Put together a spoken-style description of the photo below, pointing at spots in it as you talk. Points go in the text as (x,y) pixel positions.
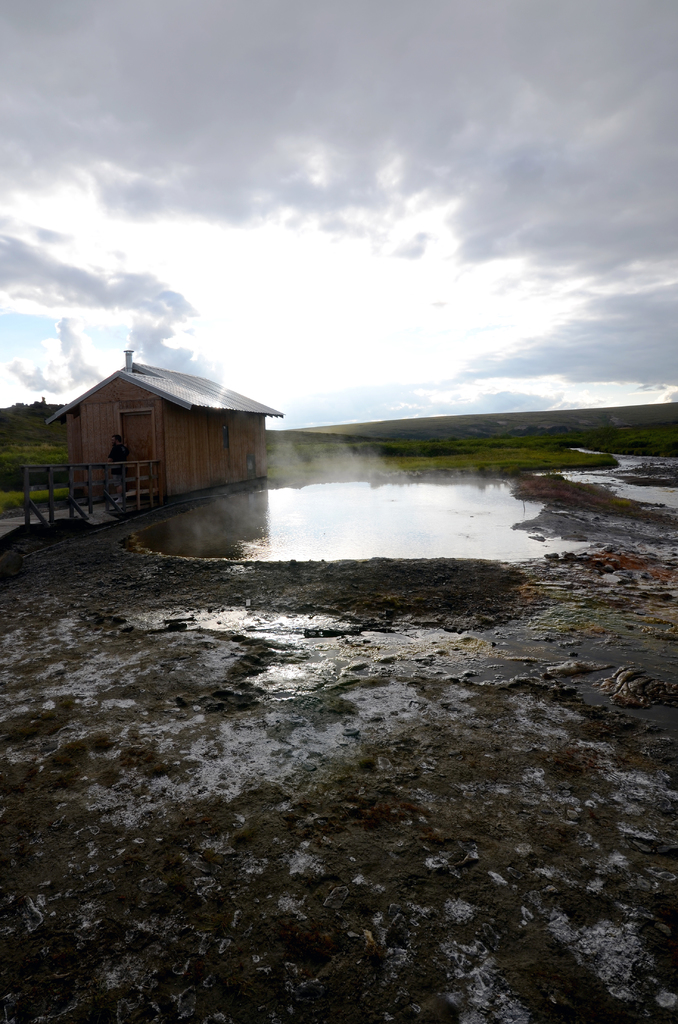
In the foreground of this image (470,959), on the bottom (427,936), there is mud (372,662), land (212,644) and water (367,498). Beside the water (234,529), there is a small house (145,438) and the railing (137,488). In the background (367,450), there is greenery (496,440). On the top (40,322), there is sky (302,251) and the cloud (315,101).
